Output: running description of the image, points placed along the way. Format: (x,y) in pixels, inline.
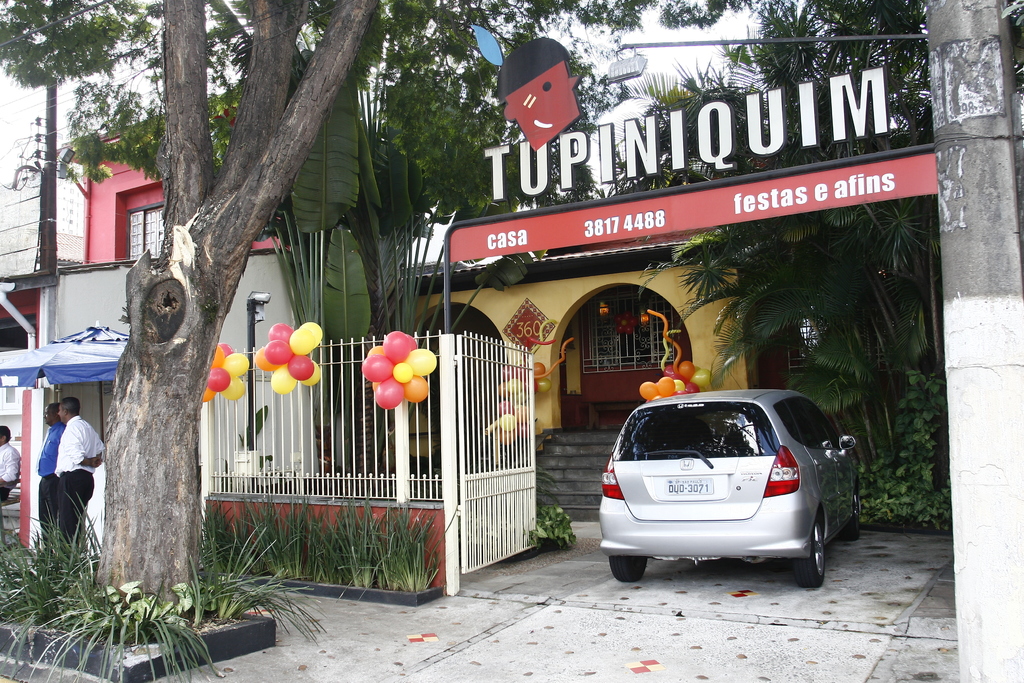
In this image we can see a store (572,288). There is a text board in the image. There is a gate (528,489) in the image. There is an electrical pole (49,123) and few cables (21,167) connected to it. There are few people (87,476) at the left side of the image (63,462). There are many trees (114,462) and plants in the image. There is a vehicle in the image.
